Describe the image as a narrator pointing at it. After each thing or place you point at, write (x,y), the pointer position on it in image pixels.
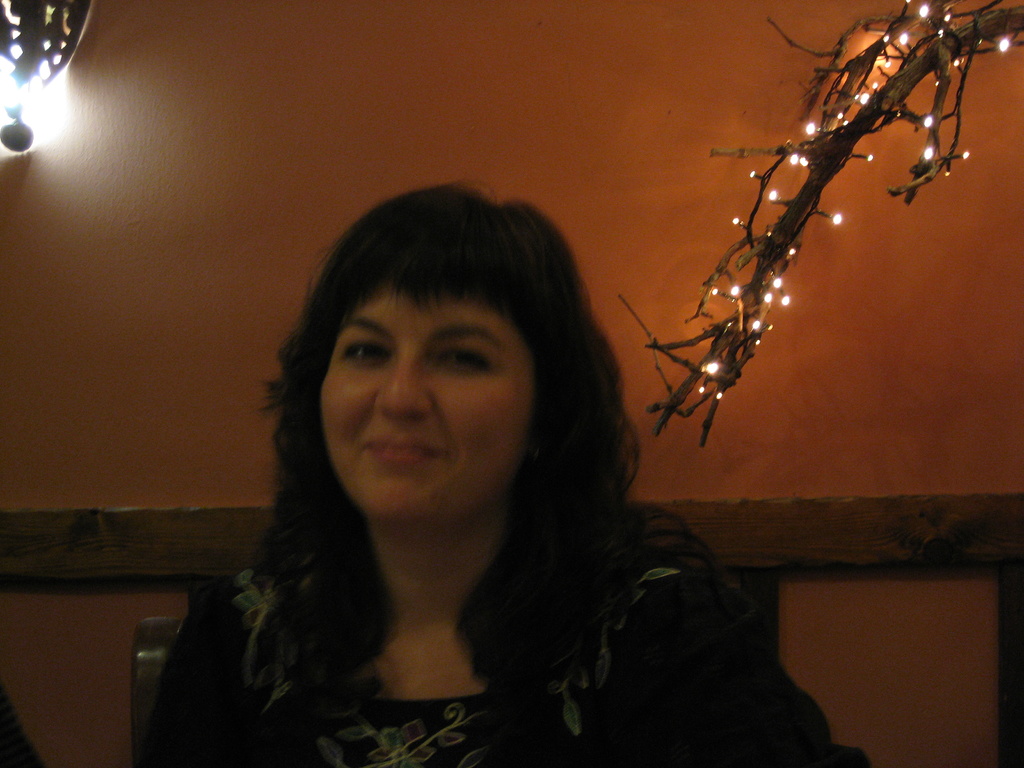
In this image we can see a lady (468,643). In the back (359,141) there is a wall (385,130). On the right side (783,240) there is a branch (823,174) with lights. On the wall (89,96) there is a light (27,88).
